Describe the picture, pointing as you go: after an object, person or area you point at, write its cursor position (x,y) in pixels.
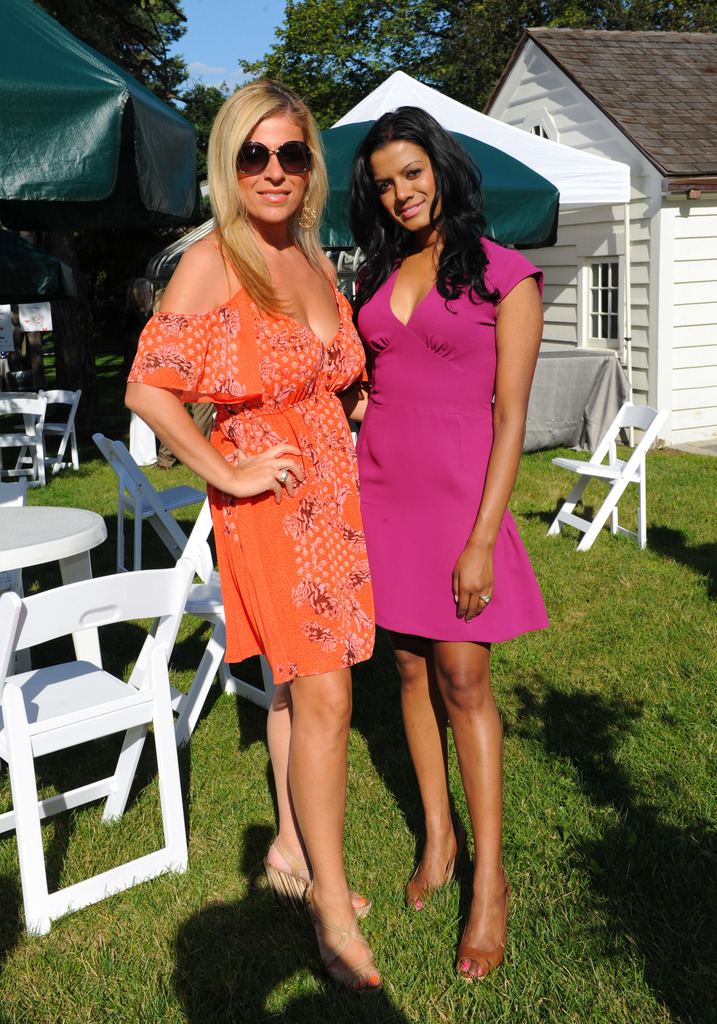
In the center of the image (354,533) we can see the two ladies (323,435) are standing. In the background of the image (42,175) we can see the chairs (34,715), tables (81,532), tents (350,181), house (595,269), door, wall (633,207), roof (644,131) and trees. At the bottom of the image (588,856) we can see the ground (528,793). At the top of the image (257,56) we can see the clouds (209,68) are present in the sky (228,46).
